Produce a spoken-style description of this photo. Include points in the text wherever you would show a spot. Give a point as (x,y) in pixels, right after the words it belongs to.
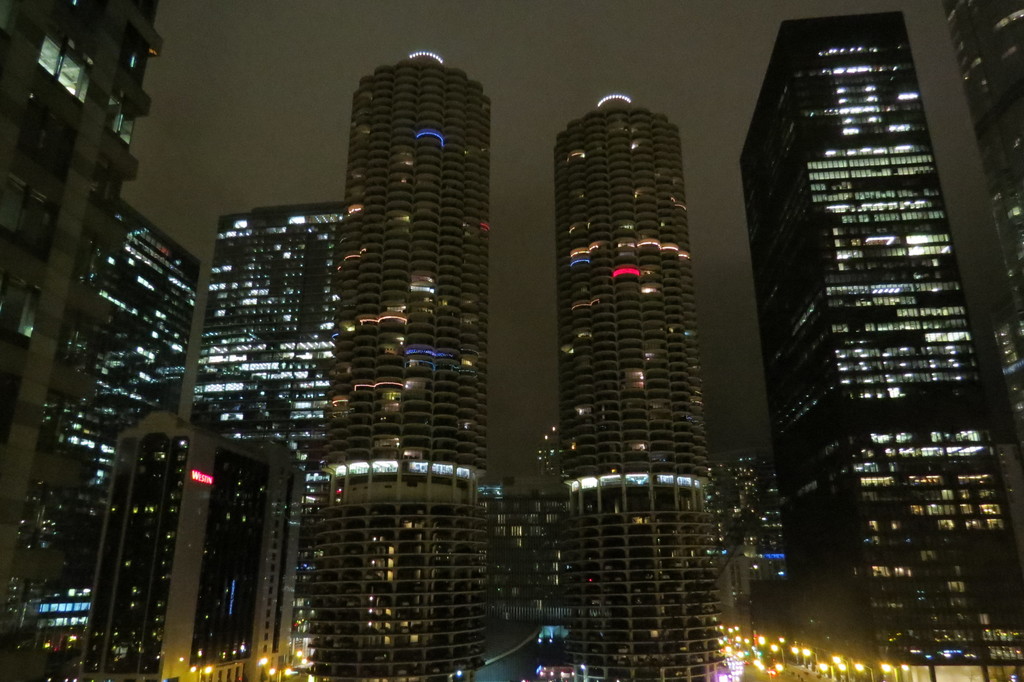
In this picture we can see few buildings (560,430) and lights (738,657).
